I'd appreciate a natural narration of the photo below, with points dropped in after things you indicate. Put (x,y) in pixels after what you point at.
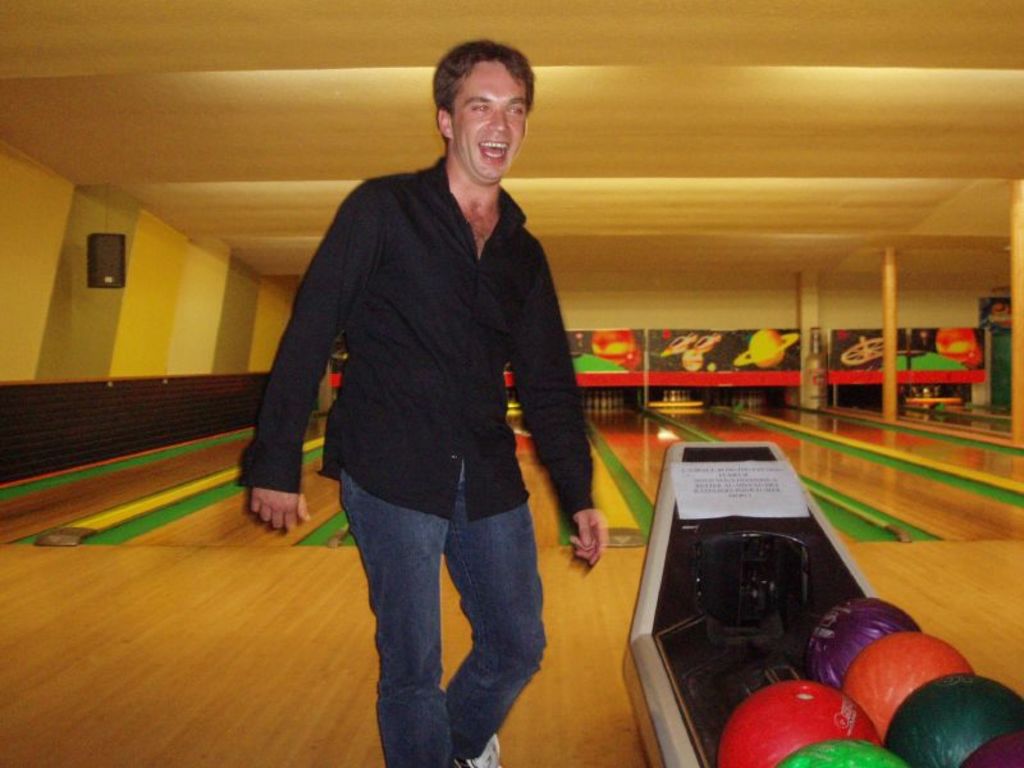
In this image there is a man (427,445) standing on the floor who is wearing the black shirt (449,335). Beside him there are balls (743,721) kept in the stand (769,614). In the background (864,421) there is a bowling surface (745,413). At the top (705,181) there are lights (632,76). On the left side (97,253) there is a speaker (103,238). It looks like a bowling place (144,229).
